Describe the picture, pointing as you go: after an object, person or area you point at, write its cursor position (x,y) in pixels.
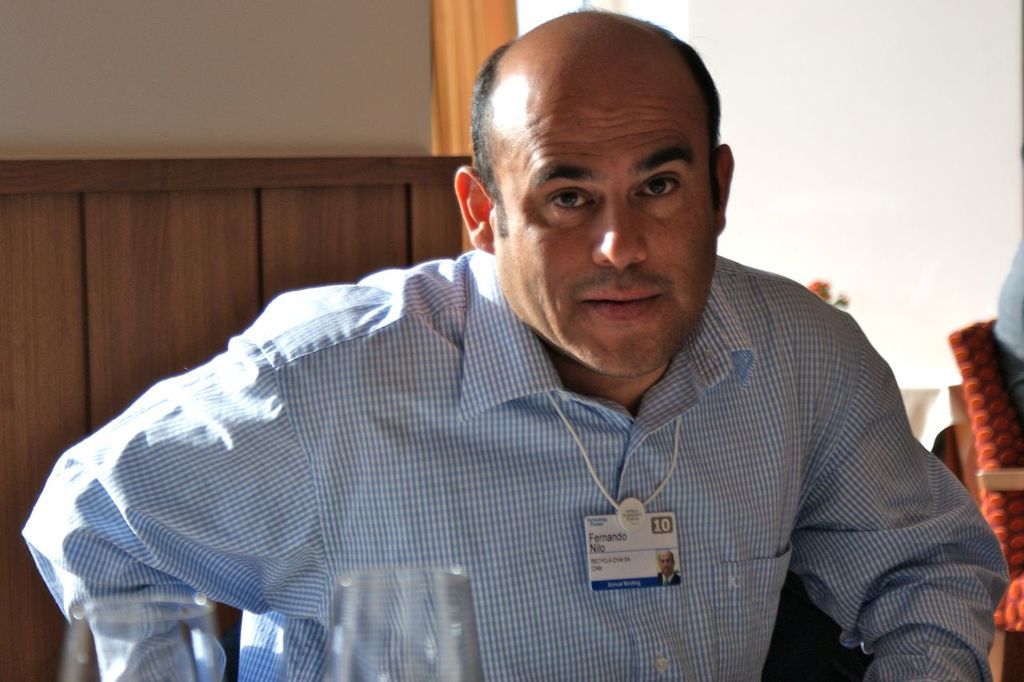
Here we can see a man (563,270) posing to a camera and he wore an id card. There are glasses (340,596) and a chair (1022,552). There is a white background (750,220).
